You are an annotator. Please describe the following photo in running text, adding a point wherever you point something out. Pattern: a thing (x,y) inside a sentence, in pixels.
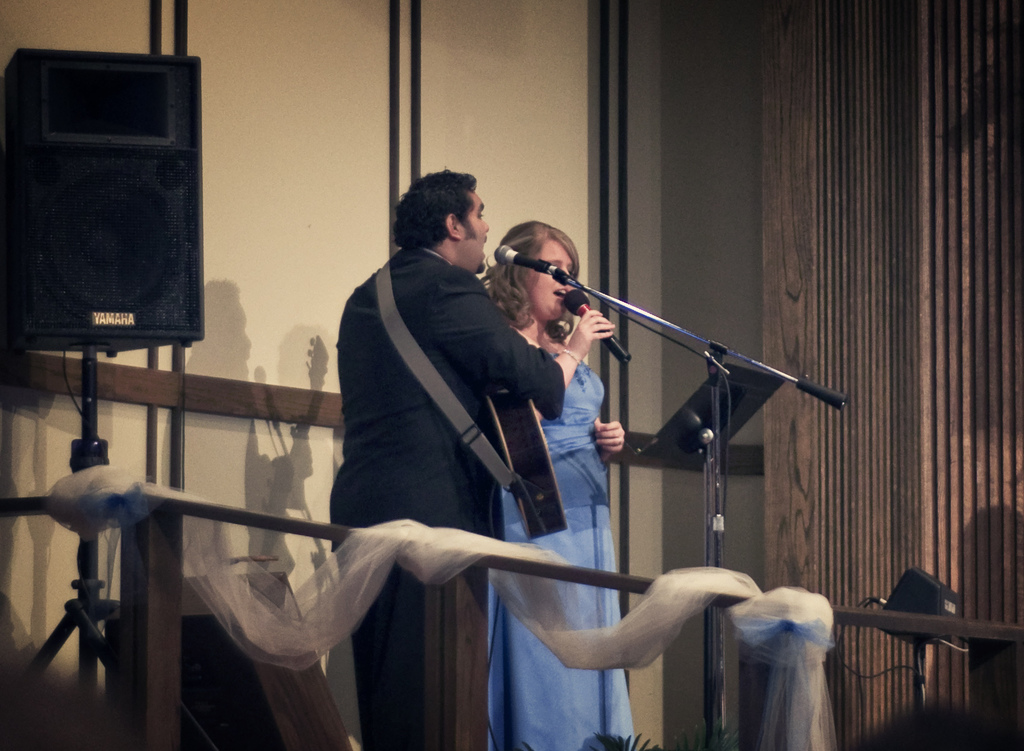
This man (397,415) and this women (555,296) are singing in-front of a mic (569,309). This is a sound box (90,240) with stand (82,600). This man (404,496) wore guitar (529,470).
